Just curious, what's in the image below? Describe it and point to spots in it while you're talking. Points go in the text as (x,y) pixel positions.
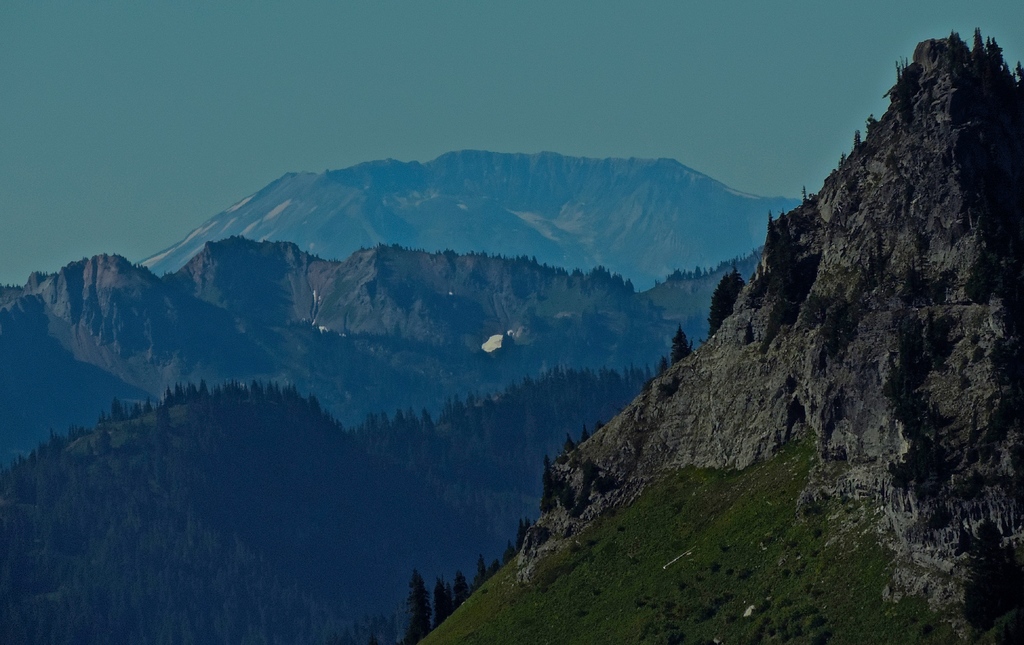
There are mountains (389,380) and trees (371,628).
